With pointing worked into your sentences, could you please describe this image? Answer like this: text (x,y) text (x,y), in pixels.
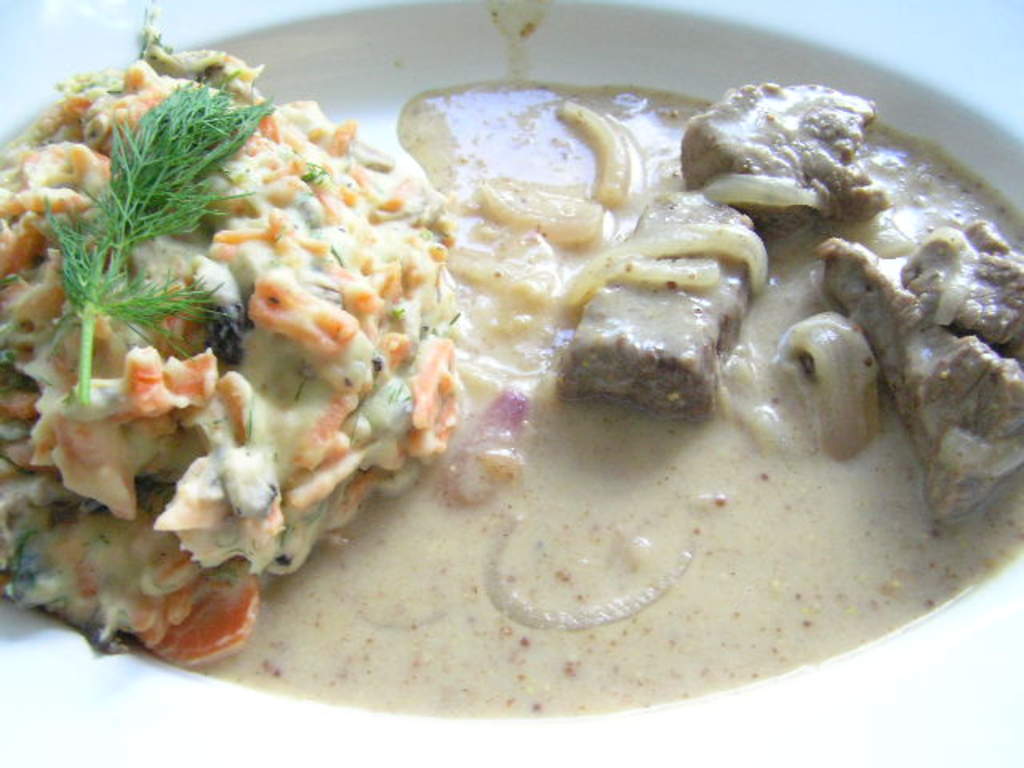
In this image, we can see a plate (632,714) contains some food (554,171).
